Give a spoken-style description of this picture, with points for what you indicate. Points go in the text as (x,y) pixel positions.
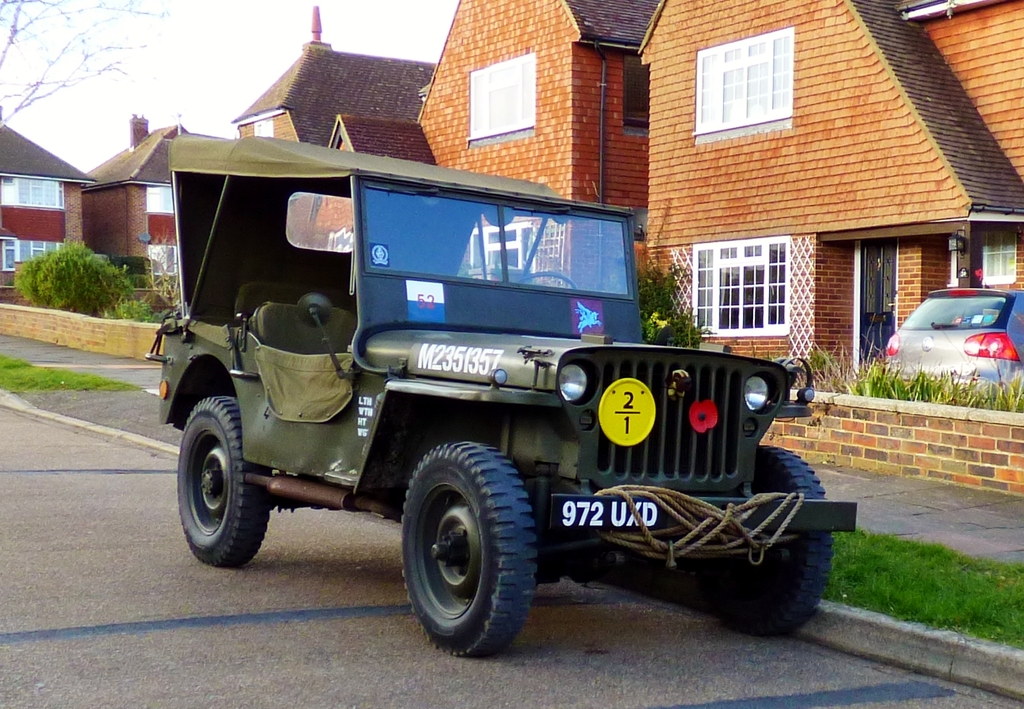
In this image we can see the vehicle (402,488) parked on the path (199,590). We can also see the roof houses (634,170), car (966,367), plants (90,258) and also the grass (6,365) and a tree (33,52) on the left (36,91). Sky (122,47) is also visible in this image.
